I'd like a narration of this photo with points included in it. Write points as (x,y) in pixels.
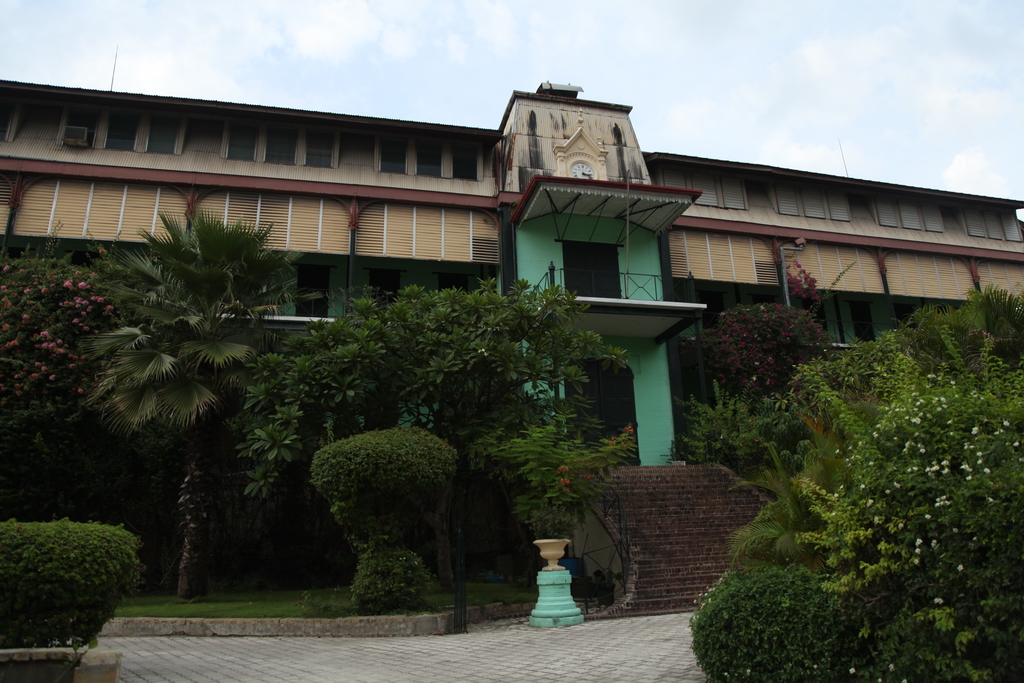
In this image there is a building (670,307), railings (632,289), steps (699,484), grass (276,595), plants (394,565), trees (454,502), pole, cloudy sky (927,75) and objects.
